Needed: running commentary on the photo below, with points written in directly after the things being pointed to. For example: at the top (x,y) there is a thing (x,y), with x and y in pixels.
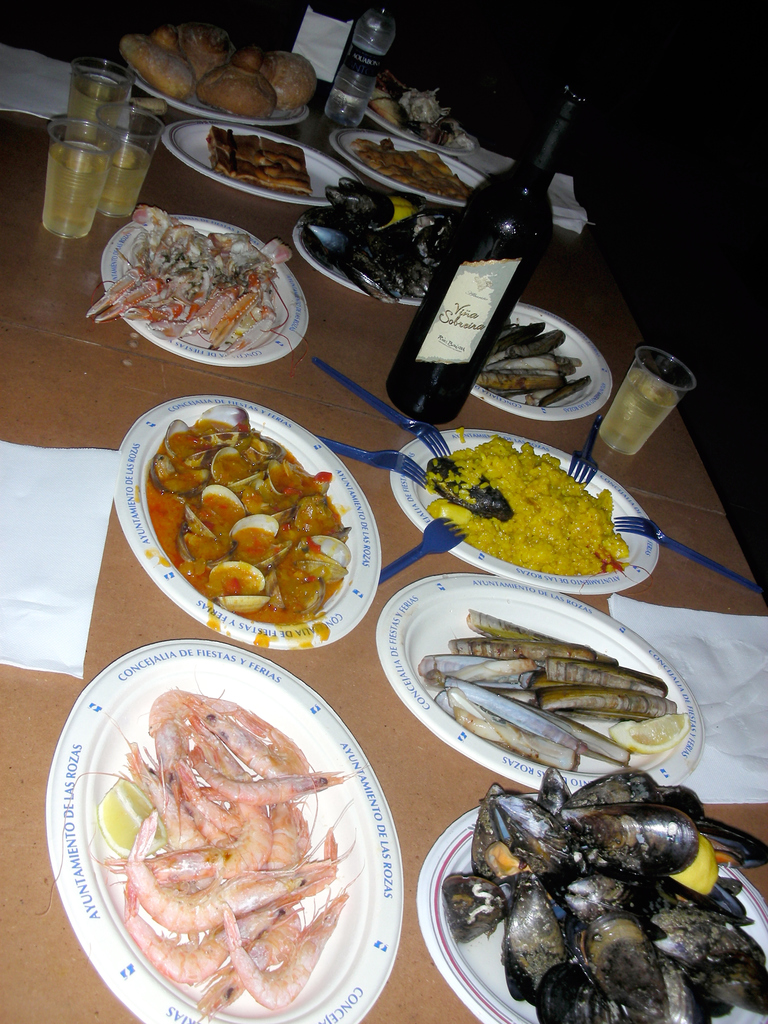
There is a table (55,343). On that there are tissues (37,558), bottles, glasses (65,164) and plates (355,511). On the plates (249,690) there are prawns (288,861), shells (468,878), forks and many other food items (373,146).
